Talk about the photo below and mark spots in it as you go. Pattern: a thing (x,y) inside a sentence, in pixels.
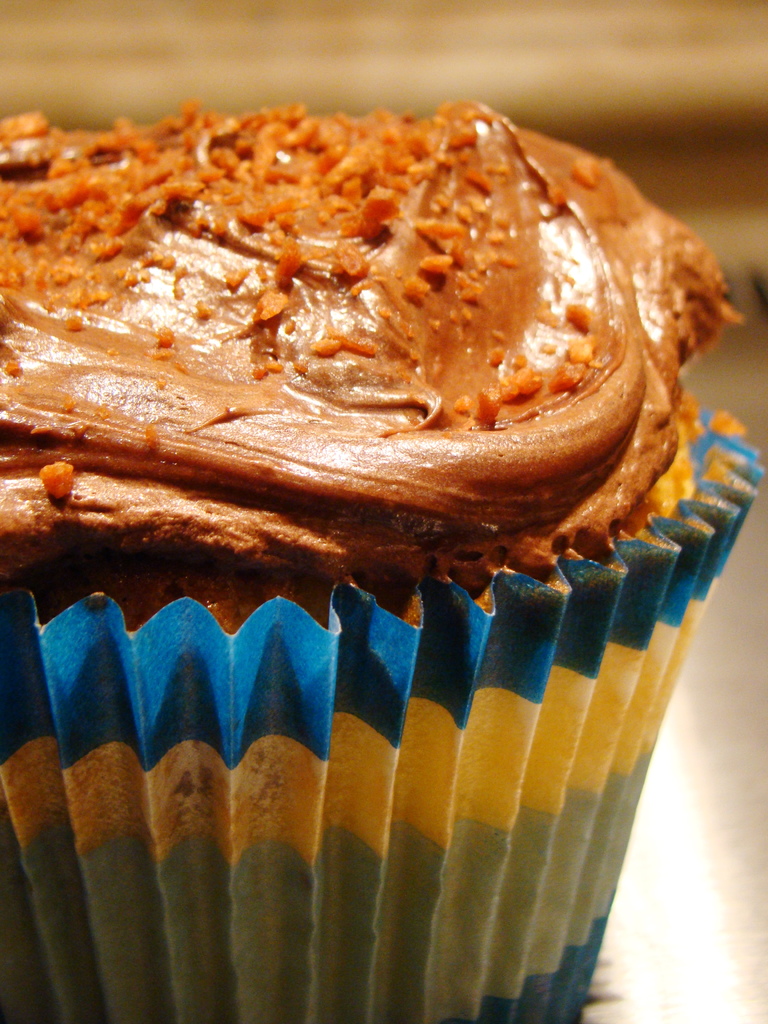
This image consists of food (383,477).
